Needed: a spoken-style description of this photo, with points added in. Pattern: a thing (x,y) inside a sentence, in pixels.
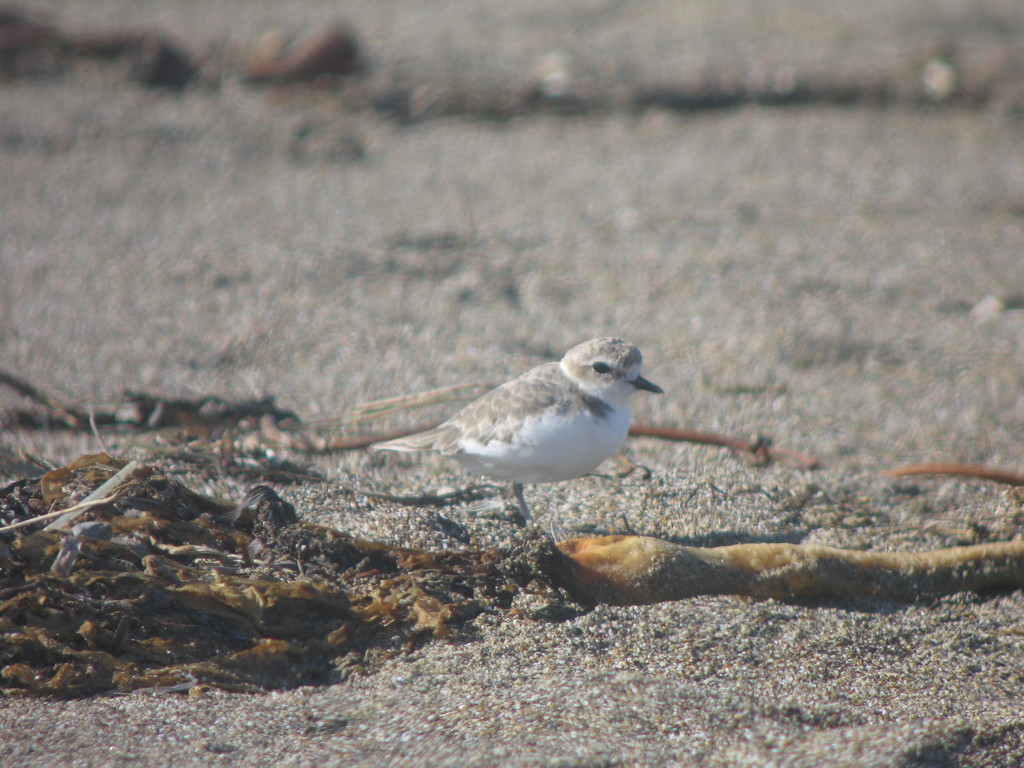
In this picture we can see a bird (475,412) and objects (374,603) on the ground (670,649). In the background of the image (677,166) it is blurry.
